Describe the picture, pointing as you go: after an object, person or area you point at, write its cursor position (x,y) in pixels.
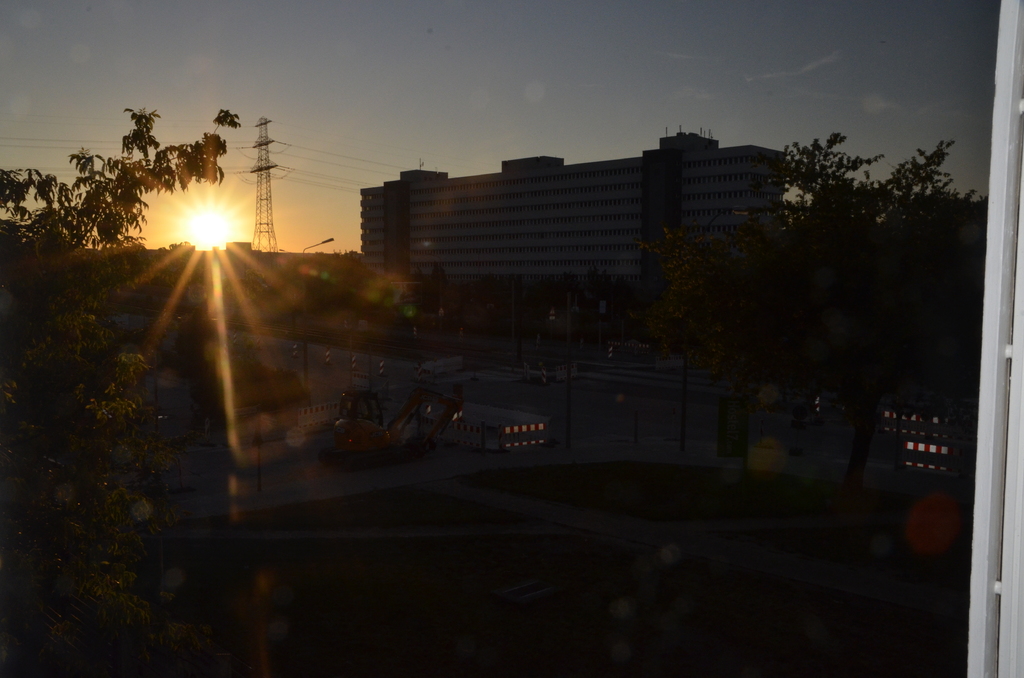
In this image I can see a glass (458,323), through the glass (568,441) I can see trees (207,273), buildings (422,264), there is an electric pole (262,119) and wires (353,174) at the back (261,135). There is sun (194,229) in the sky (190,231).
